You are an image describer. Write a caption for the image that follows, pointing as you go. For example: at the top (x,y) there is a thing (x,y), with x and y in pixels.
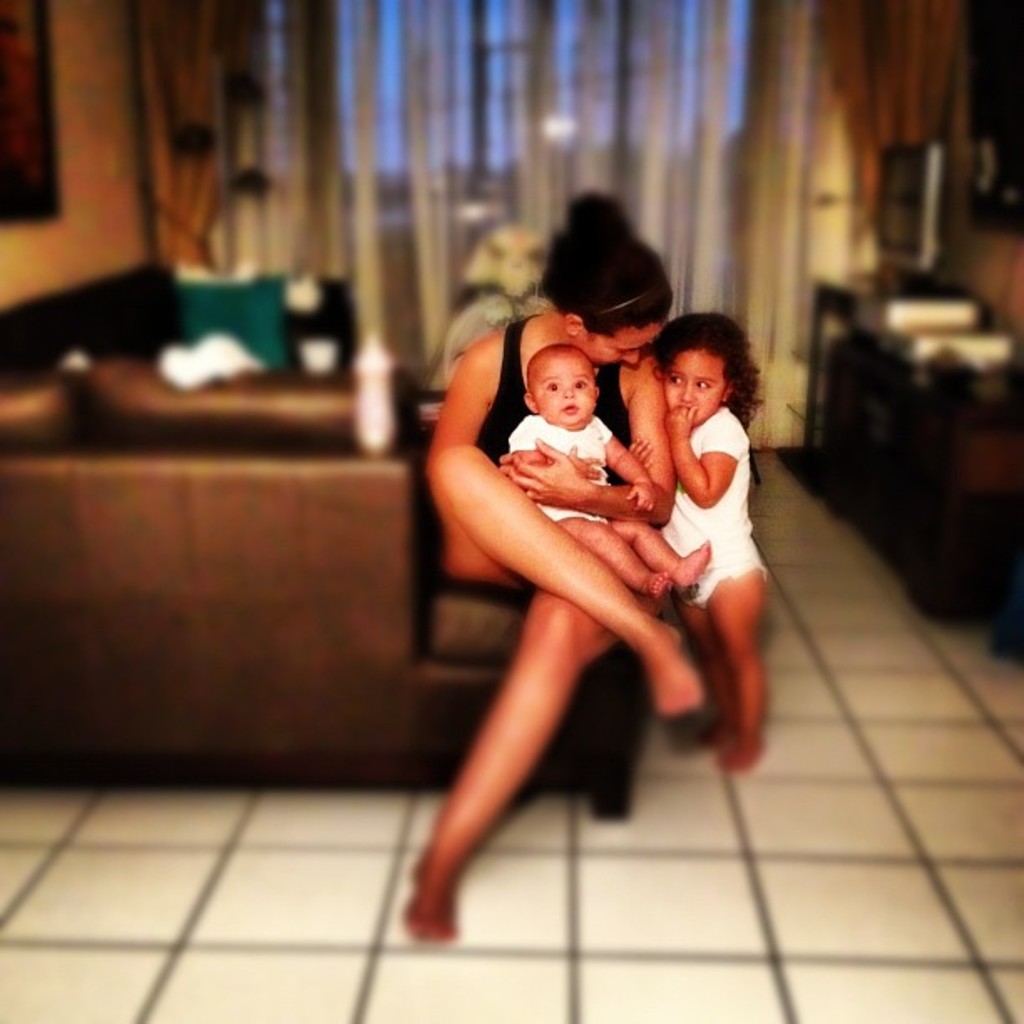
In this image we can see a woman (560,451) wearing black color dress (492,444) sitting on a couch (508,591) holding kid (561,395) in her hands (577,483) by placing on lap (513,499), there is another kid (696,469) wearing white color dress (738,492) also standing near to her and in the background of the image (165,375) there is couch (99,496), curtain (867,226) and some table (1001,577).
